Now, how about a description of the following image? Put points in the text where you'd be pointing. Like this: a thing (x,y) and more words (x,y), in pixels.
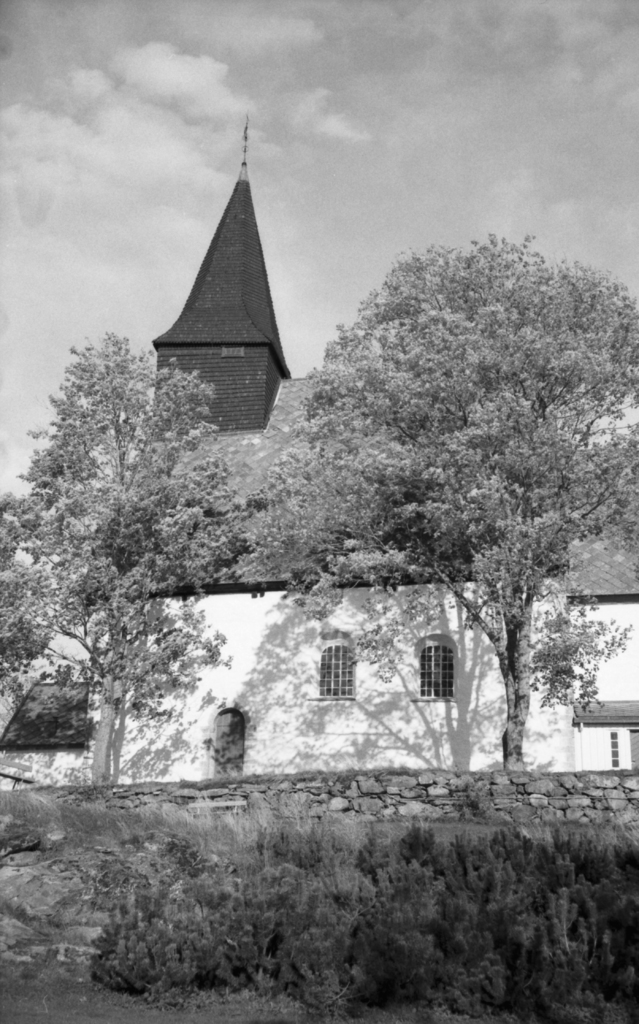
In this image we can see building (321,736), wall (606,782) built with cobblestones (431,806), plants (289,905), ground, trees (176,396) and sky (279,204) with clouds (279,204). This is a black and white image.
